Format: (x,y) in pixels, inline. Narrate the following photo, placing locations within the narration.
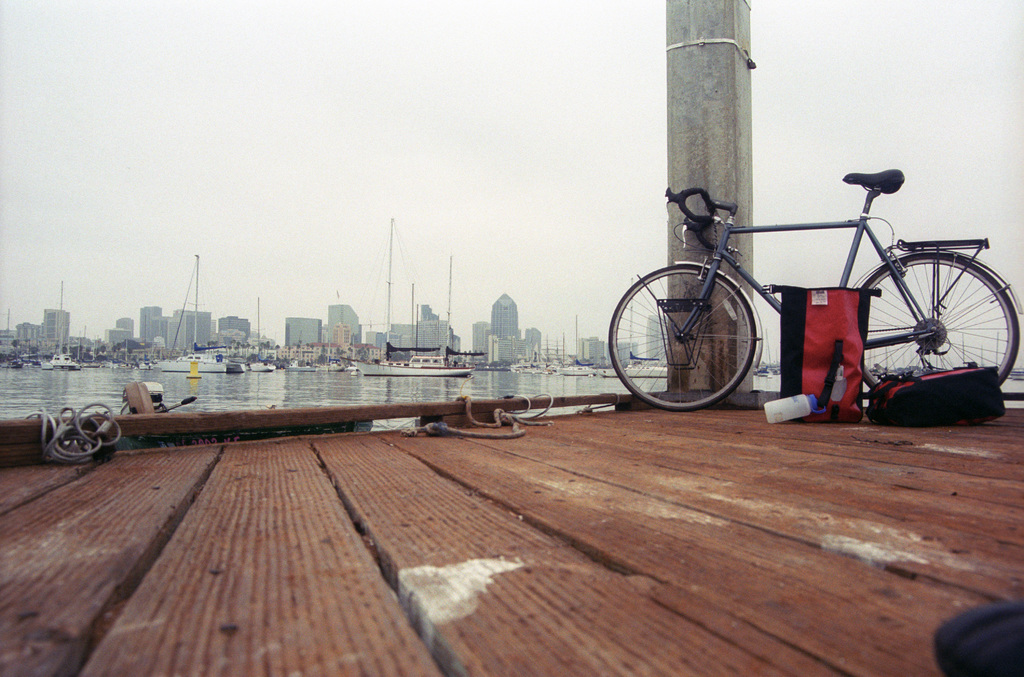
In this image we can see many buildings (532,345) and few watercraft vehicles (357,363). A bike (895,273) is parked beside a pillar (730,331) on a wooden floor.
